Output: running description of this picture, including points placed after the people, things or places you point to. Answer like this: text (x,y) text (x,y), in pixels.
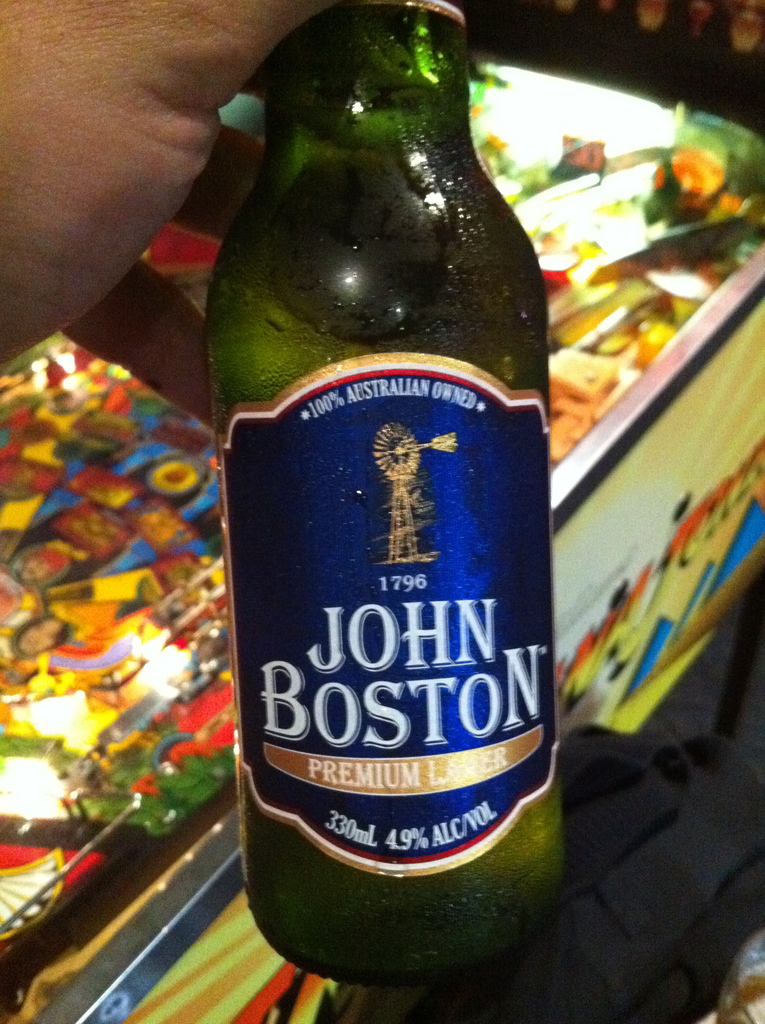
In this image in the middle (271,357) there is a bottle (352,864) which is in green color and there is a person (48,116) holding a bottle (456,505). In the background (638,433) there are green and yellow color pinball machines (601,473).
